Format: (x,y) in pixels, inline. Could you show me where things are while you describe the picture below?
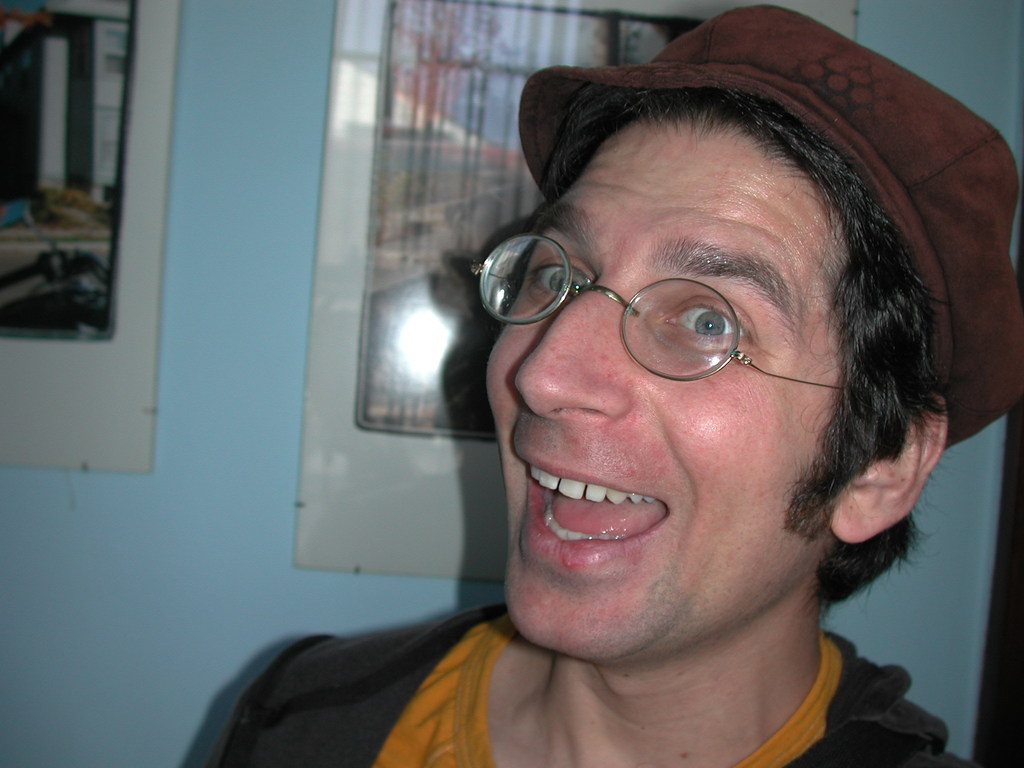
In the picture we can see a man (864,364) opening his mouth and smiling and he is with black shirt (331,740) and yellow T-shirt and behind him we can see a wall (231,106) with two photo frames (306,533) and some paintings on it and we can see a man (596,591) wearing a cap (541,162) which is brown in color.
